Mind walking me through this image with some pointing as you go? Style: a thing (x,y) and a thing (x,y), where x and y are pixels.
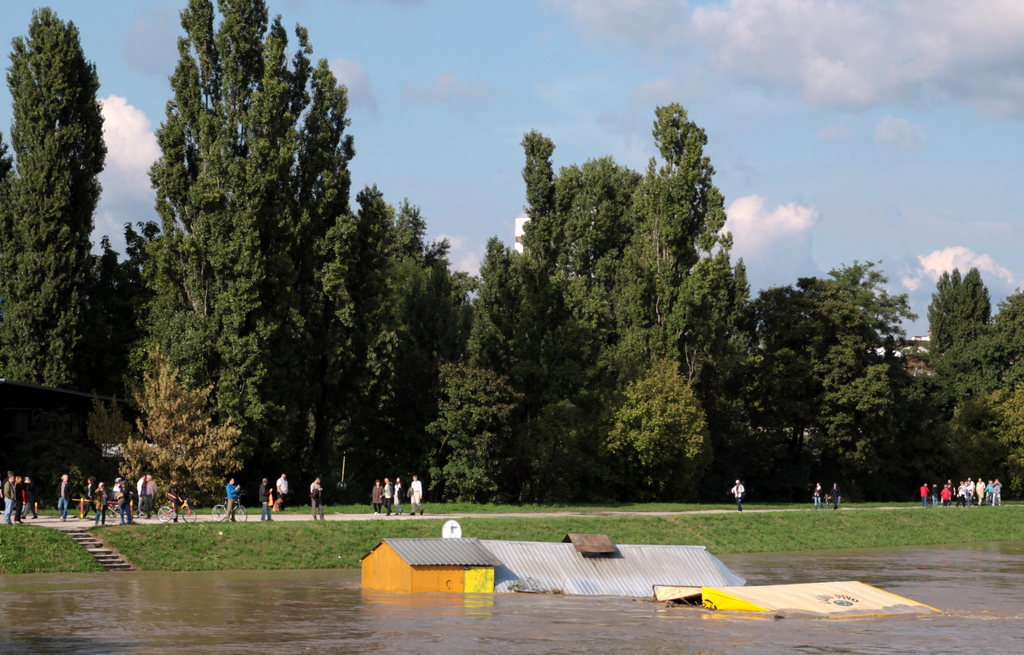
In this picture I can see there are few buildings (562,570) and there is water (418,631) here. In the backdrop (144,567) there is grass (112,542), stairs (89,548) and there are few people (176,507) walking here and there are trees (489,484) and the sky (356,191) is cloudy.
